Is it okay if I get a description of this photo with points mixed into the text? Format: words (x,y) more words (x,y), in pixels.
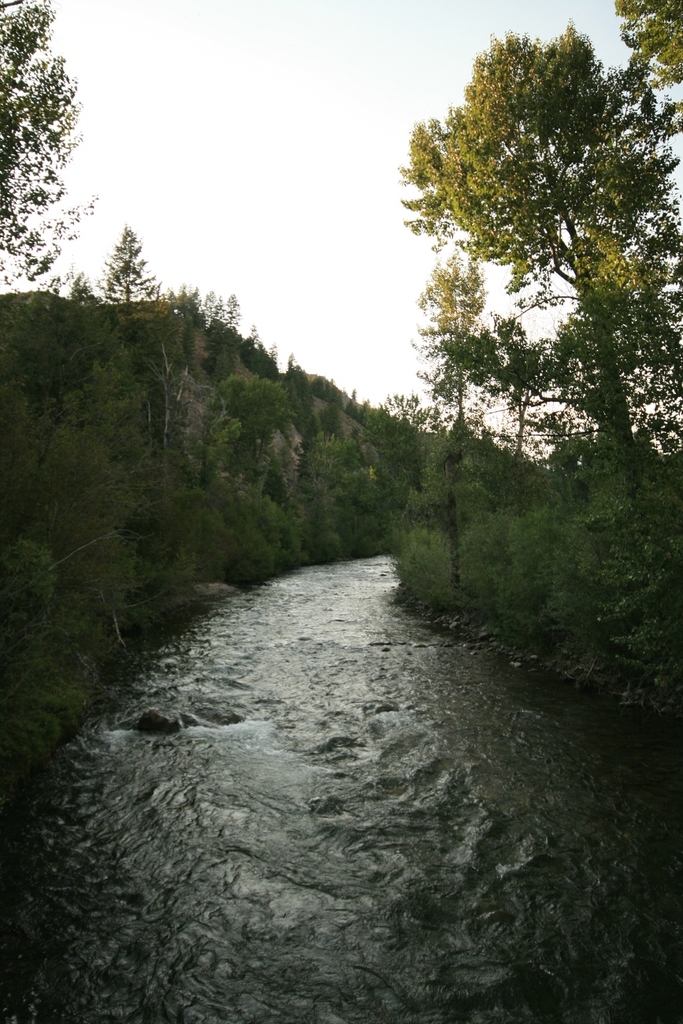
In the background (298,177) we can see the sky (340,183). On either side of the water (37,899) we can see the trees (440,392) and the plants (15,586).
